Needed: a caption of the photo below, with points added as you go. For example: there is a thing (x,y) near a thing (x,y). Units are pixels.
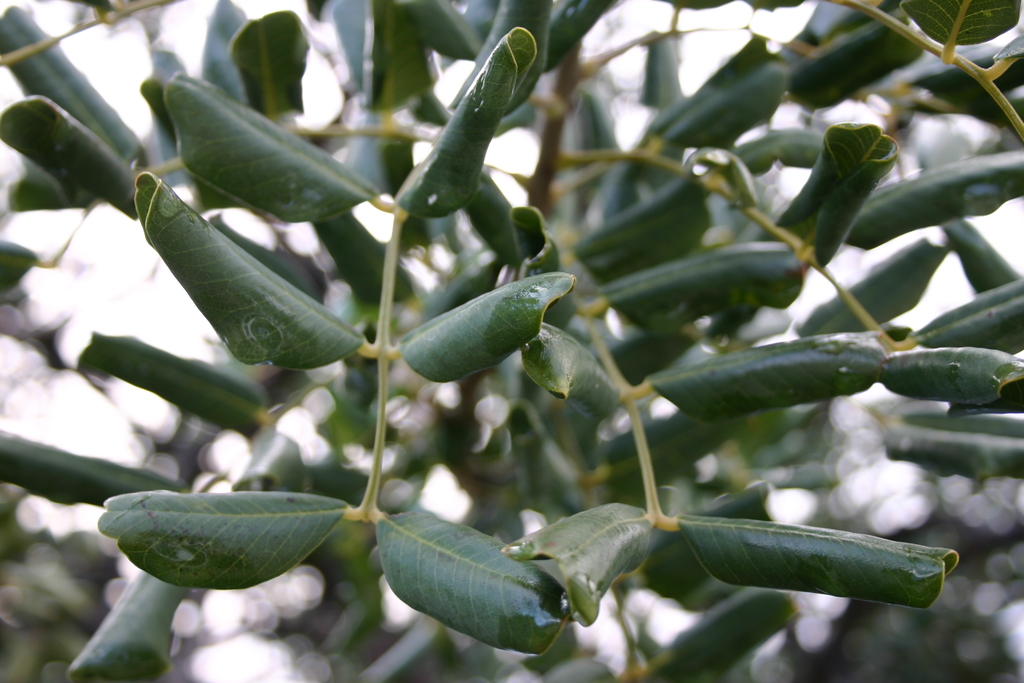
In this picture we can see leaves (492,356) and in the background (478,383) we can see it is blurry.
